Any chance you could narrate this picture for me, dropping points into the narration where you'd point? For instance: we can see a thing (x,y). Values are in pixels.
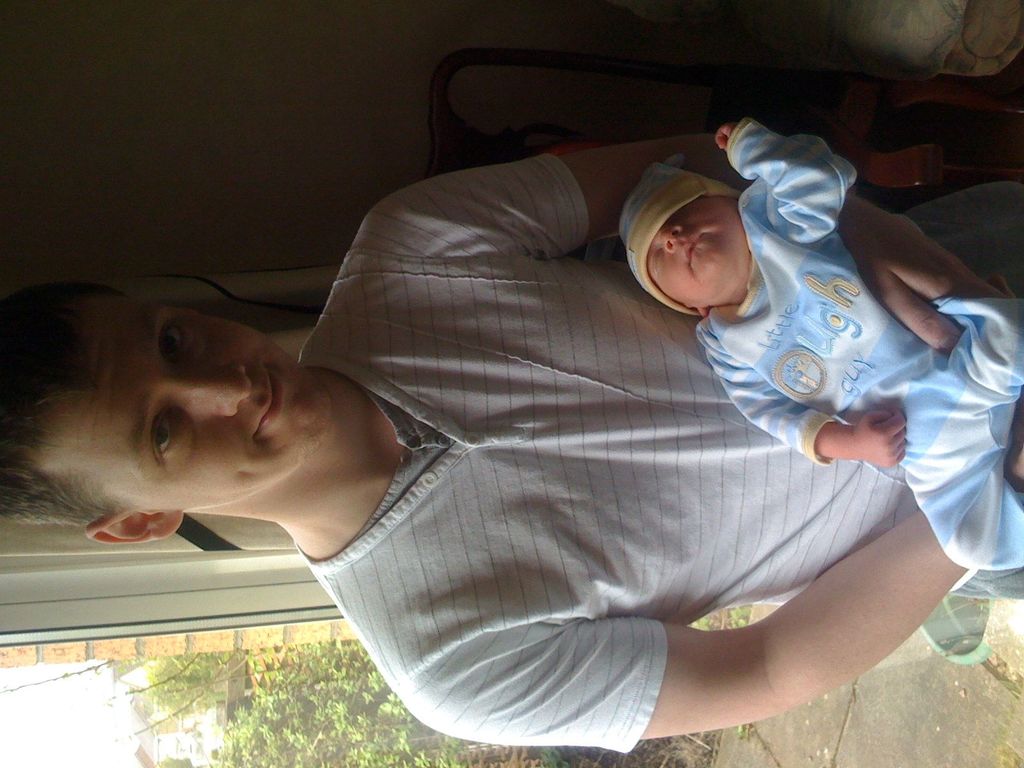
In this picture I can observe a man (380,385) holding baby (859,392) in his hands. He is smiling. In the background (252,144) I can observe a wall (201,216). In the bottom of the picture (240,732) I can observe some plants (320,723).
